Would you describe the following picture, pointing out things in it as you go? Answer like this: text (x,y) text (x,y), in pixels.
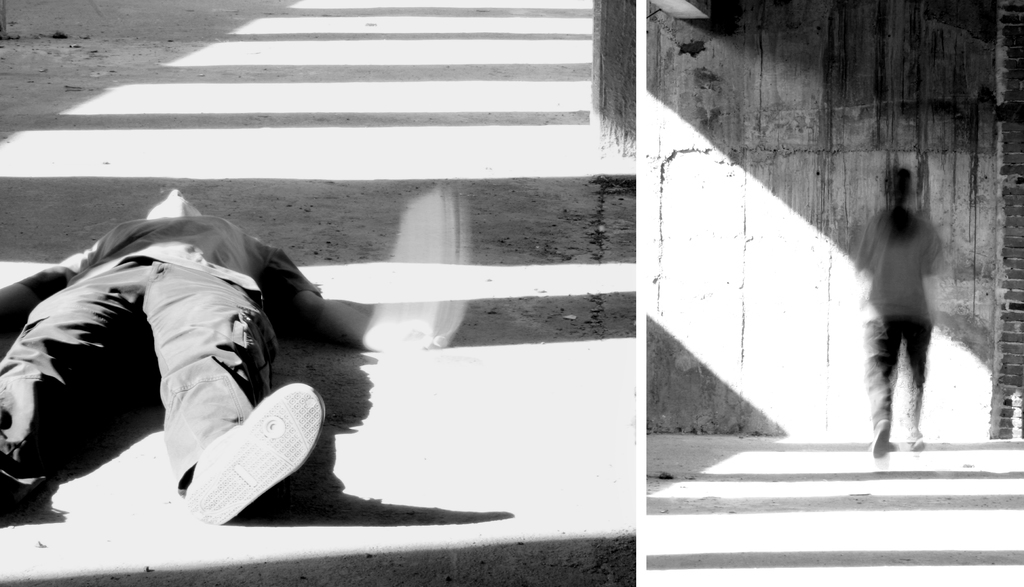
This is a black and white image. In this image we can see a collages of a person's (903,329).
